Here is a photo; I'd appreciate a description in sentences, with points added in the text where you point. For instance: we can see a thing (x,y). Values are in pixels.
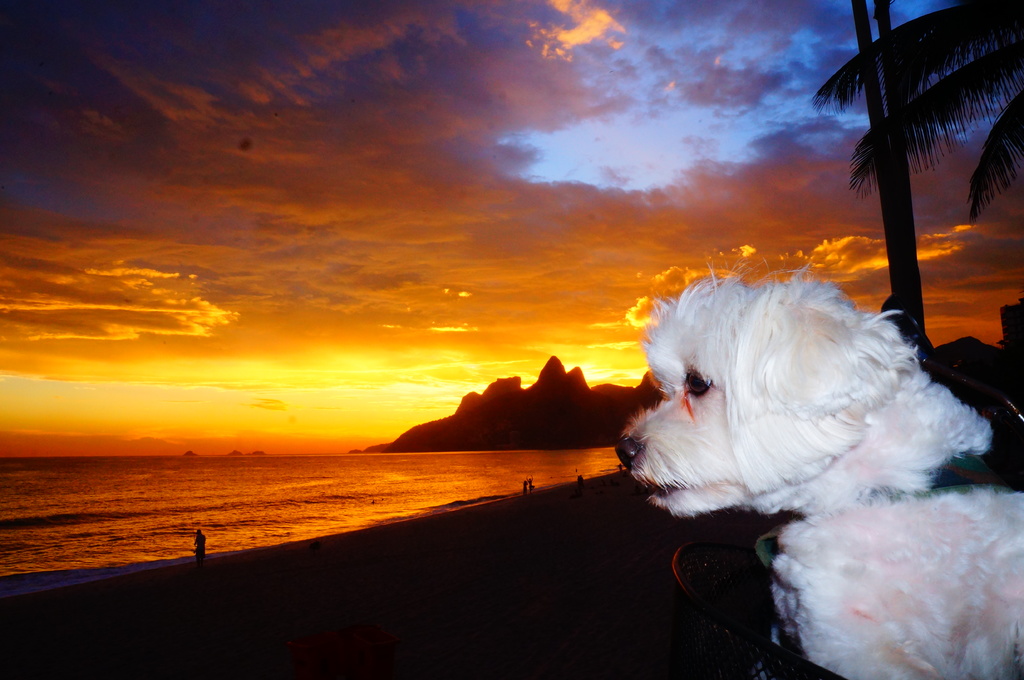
In this image I can see the dark picture in which I can see a dog (817,563) which is white and black in color. In the background (464,578) I can see the ground (334,564), the water (198,512), few trees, few persons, few mountains (605,403) and the sky (611,321).
